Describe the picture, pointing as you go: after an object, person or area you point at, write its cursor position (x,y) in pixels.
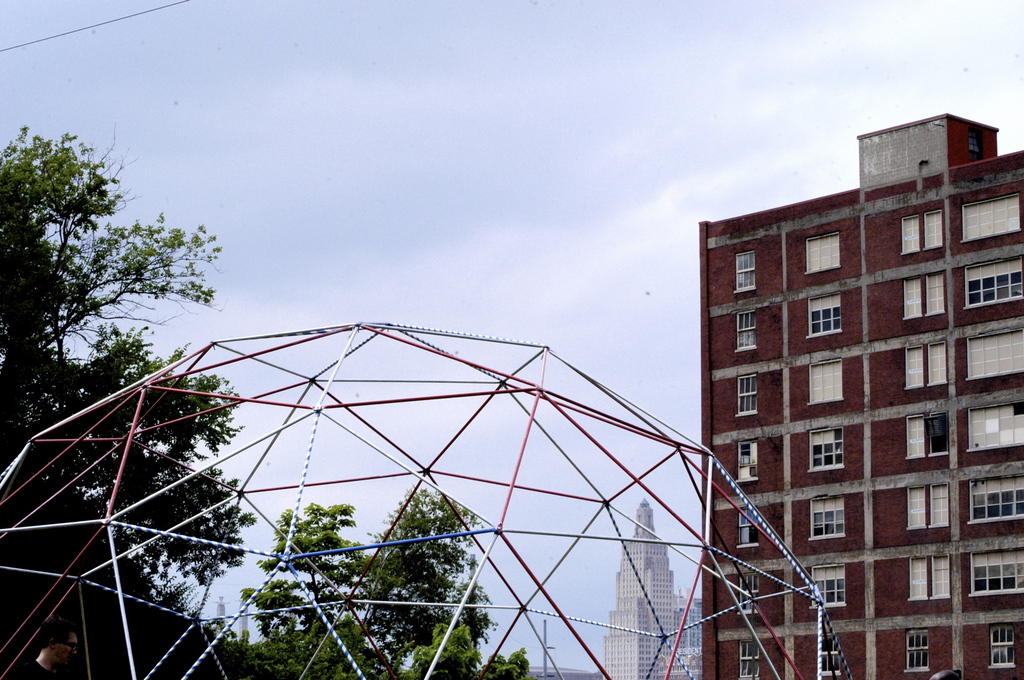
In the picture we can see a pole design (612,505) and behind it, we can see a part of the trees (203,407) and opposite side of it, we can see the building (779,620) with windows (974,273) and beside it, we can see a tower building (633,545) and in the background (518,207) we can see the sky (482,354) with clouds (508,302).
